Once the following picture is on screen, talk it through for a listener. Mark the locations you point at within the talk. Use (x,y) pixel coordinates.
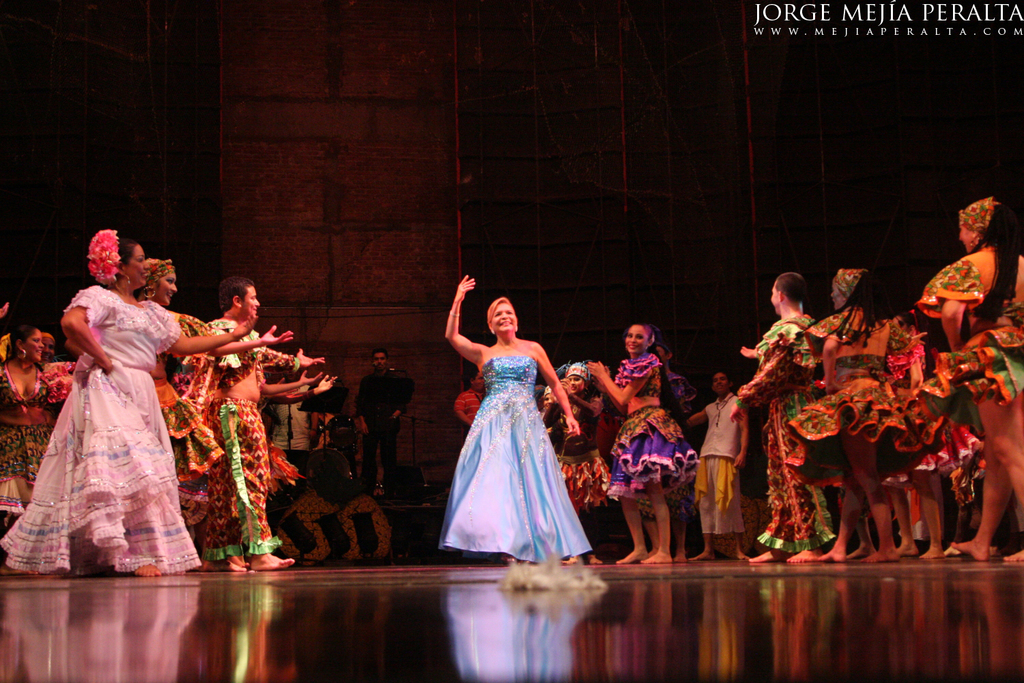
In the image there are many ladies (3,418) in colorful floral dresses (51,536) dancing on the floor (410,594) and behind there is a wall (503,115) with a man (386,471) standing in front of it.
